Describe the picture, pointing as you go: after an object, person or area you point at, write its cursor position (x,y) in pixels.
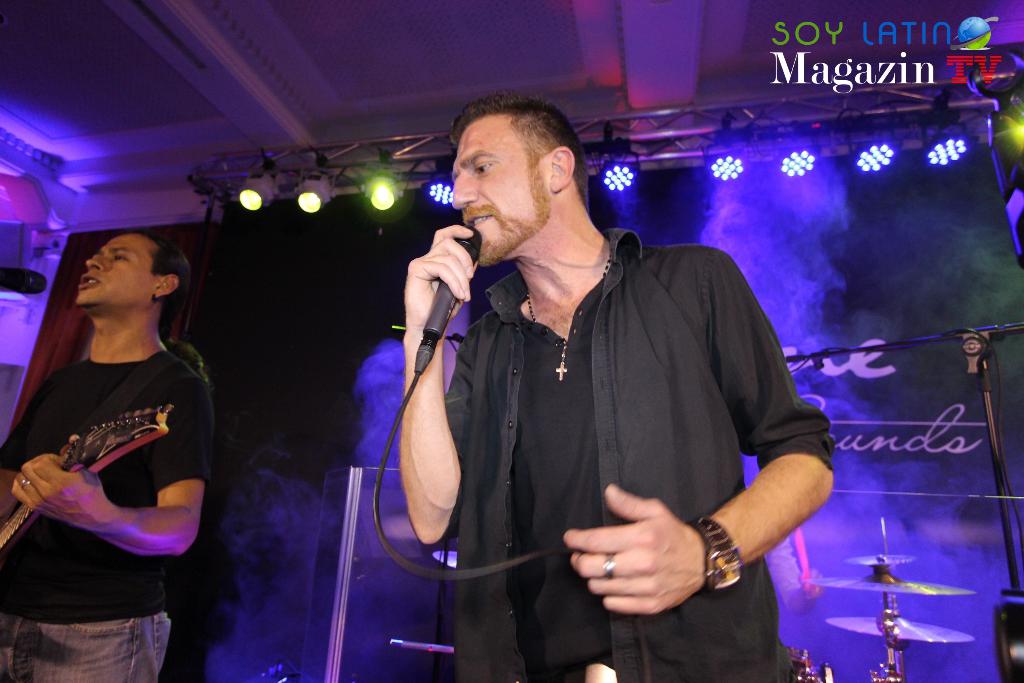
In this picture we can see two men (467,466) standing here, a man (65,529) on the left side (106,527) is playing a guitar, a man (552,420) on the right side (718,462) is holding a microphone (455,303), we can see some lights (889,147) here, in the background (907,626) we can see cymbals (897,560), at the right top of the image (931,76) we can see a logo (933,50) and some text (875,50).
